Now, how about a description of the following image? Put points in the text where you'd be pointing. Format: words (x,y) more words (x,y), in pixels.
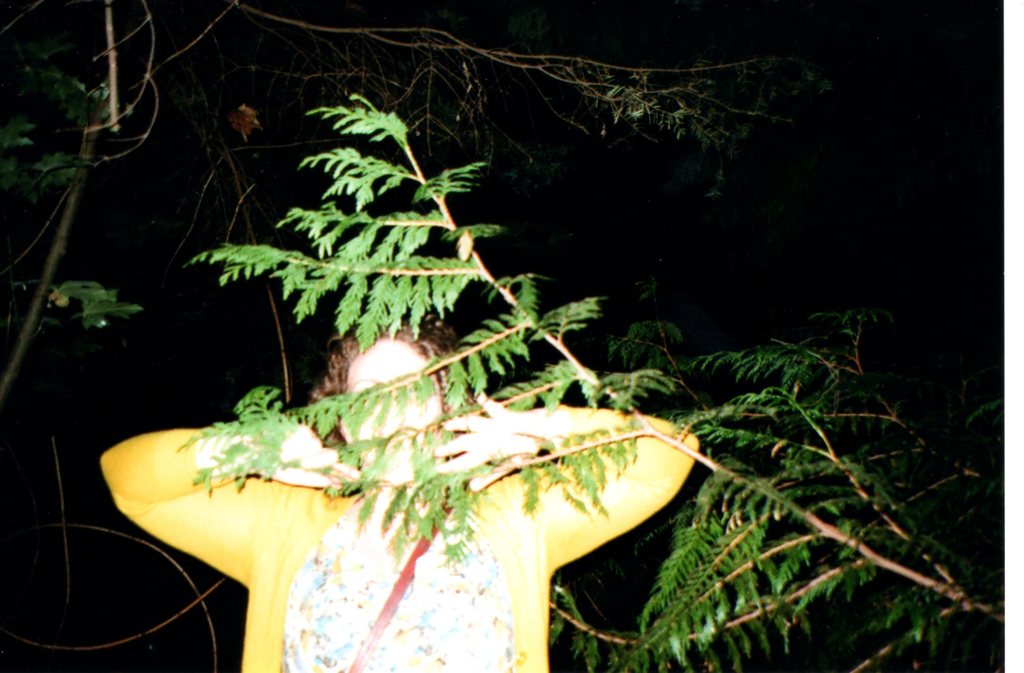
In this picture, we see the woman (310,552) in the yellow jacket (295,510) is standing. In front of her, we see a tree (731,498). On the left side (117,73), we see a tree (24,348). In the background (552,200), it is black in color. This picture might be clicked in the dark.
